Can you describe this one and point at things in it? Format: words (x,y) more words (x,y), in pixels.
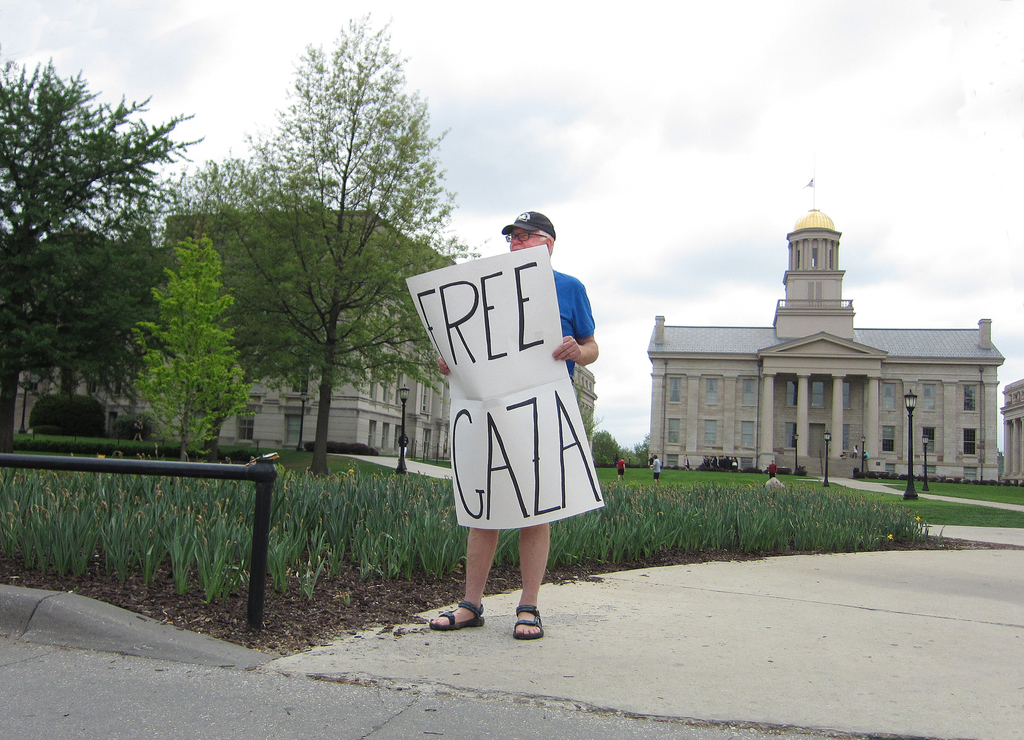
In this image there is a person (523,616) standing and holding a banner (519,328) with some text (519,344) on it, beside him there is a railing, grass (322,509), trees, buildings (791,348), in front of the buildings (943,334) there are few people (707,461) walking on the grass (692,470) and there are few lamps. In the background (768,153) there is the sky (767,125).
